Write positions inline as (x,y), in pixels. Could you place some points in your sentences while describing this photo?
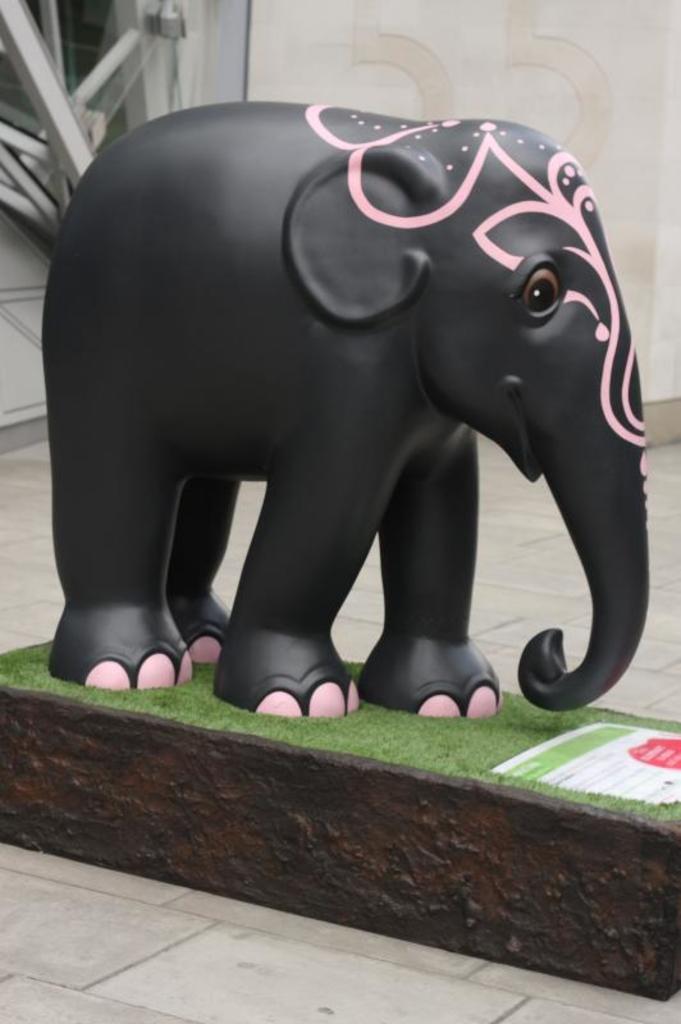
In this picture we can see statue (445,431) of an elephant (291,354) and there is an information board (622,777). In the background (514,49) there is a wall (529,77).
